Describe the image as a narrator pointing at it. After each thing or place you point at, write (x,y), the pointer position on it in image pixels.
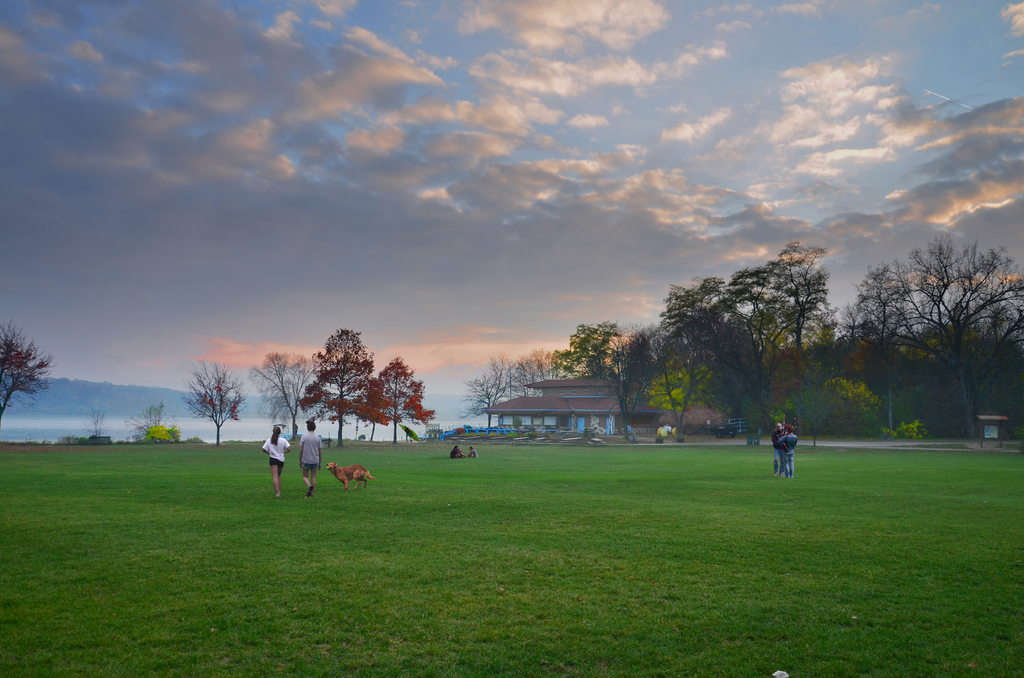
In the image in the center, we can see a few people (312,466) and one dog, which is in brown color. In the background (408,200), we can see the sky (140,303), clouds (515,106), trees (356,370), plants (839,390), grass (825,495), one building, poles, one outdoor umbrella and a few other objects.
